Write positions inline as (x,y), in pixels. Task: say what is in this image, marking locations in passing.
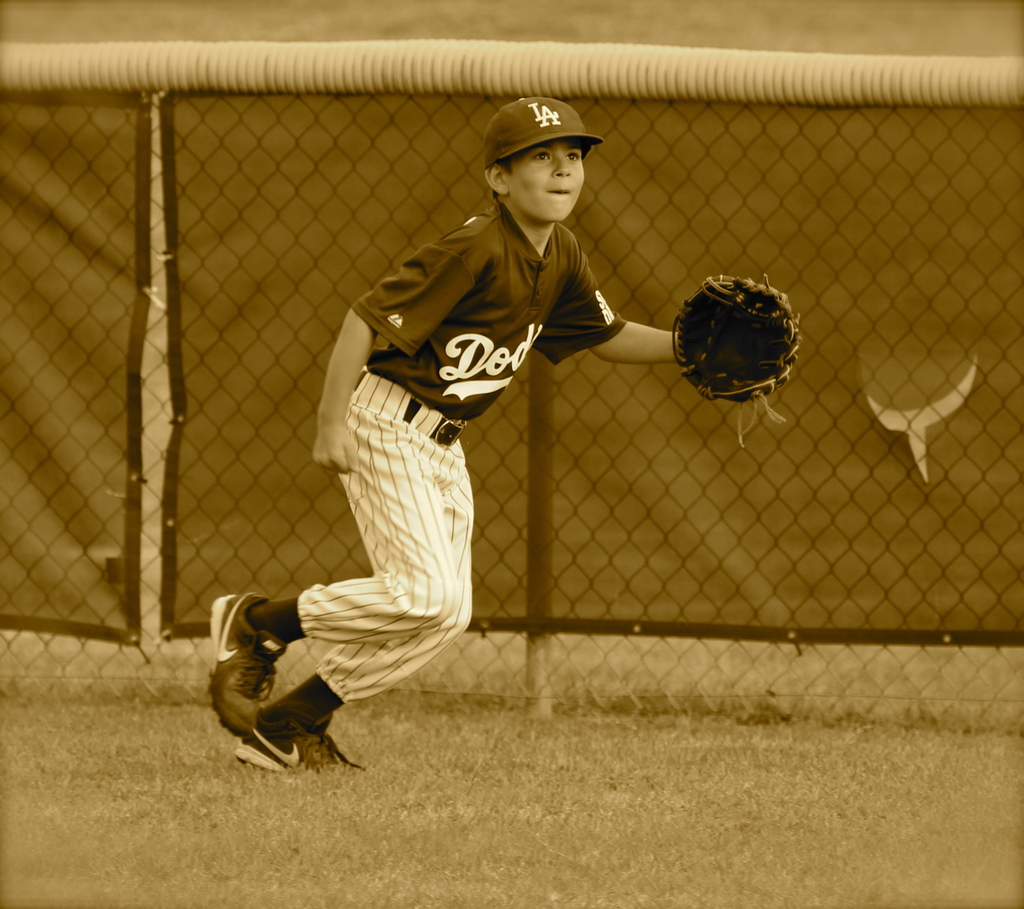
In this image I can see a boy (474,383) is running. I can see he is wearing sports wear (487,320), a glove (737,286) and a cap (499,148). In the background (267,353) I can see fencing (810,190) and on his dress (520,297) I can see something is written. I can also see this image is little bit in brown colour.
